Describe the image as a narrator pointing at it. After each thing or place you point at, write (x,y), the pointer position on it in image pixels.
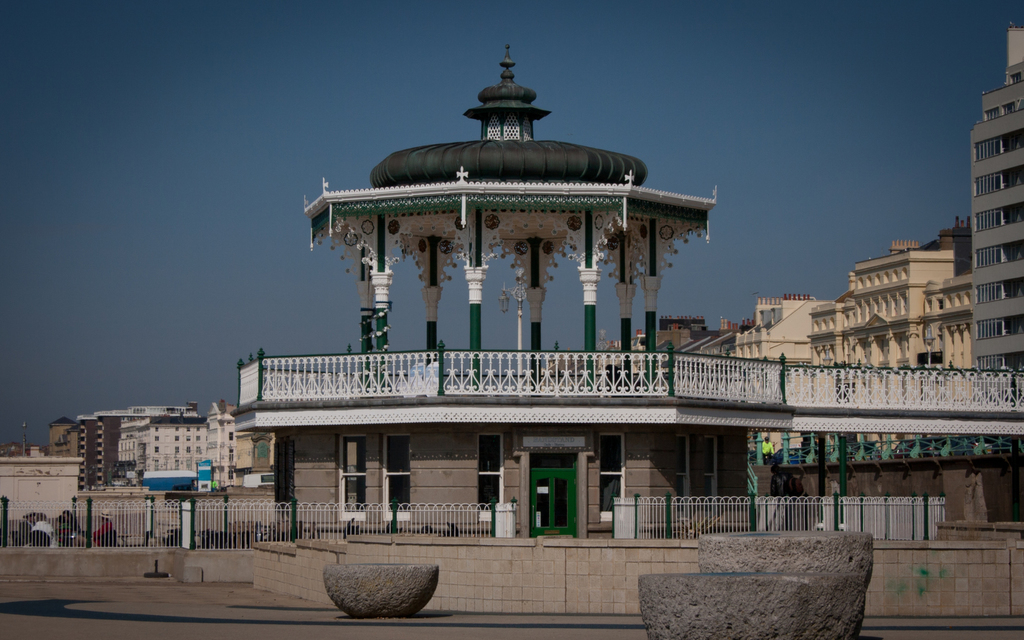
here I can see some buildings (634,419). In front of this building (418,471) there is a railing (185,545). At the back of it I can see few people (108,538). At the bottom of this image (279,633) there is a road (310,625). On the top of the image (210,161) I can see the sky (188,133).
